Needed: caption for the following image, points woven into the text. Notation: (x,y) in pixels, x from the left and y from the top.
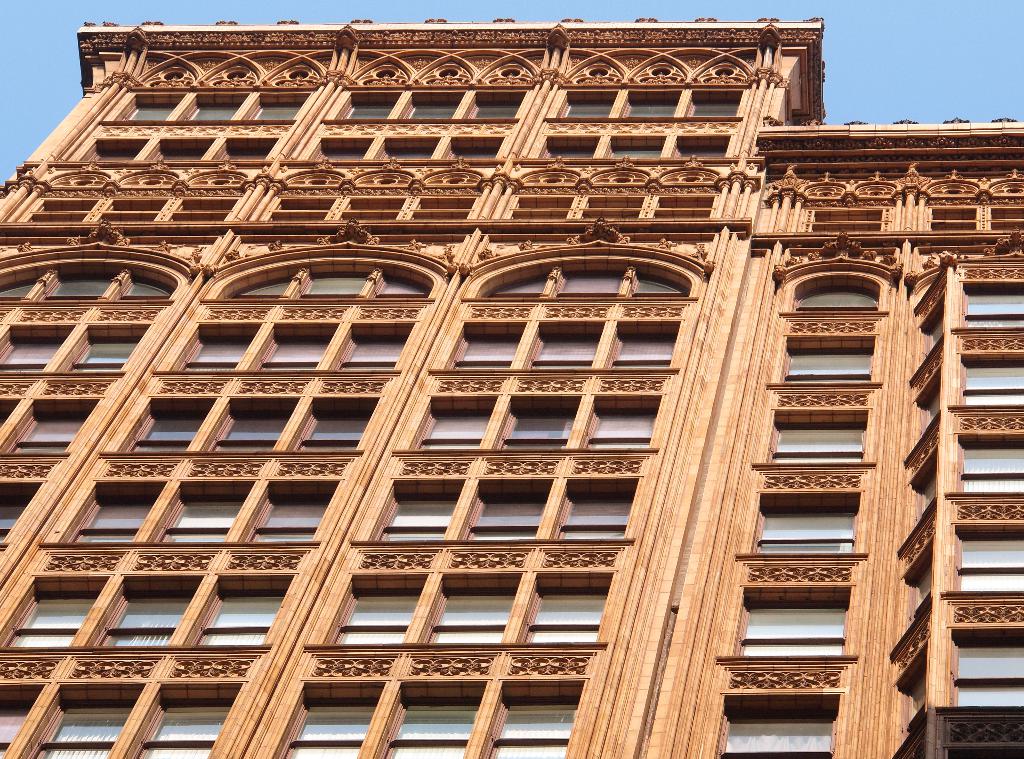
In this image we can see a building (445,508) with windows (226,212). At the top of the image (872,36) there is sky (873,36).
